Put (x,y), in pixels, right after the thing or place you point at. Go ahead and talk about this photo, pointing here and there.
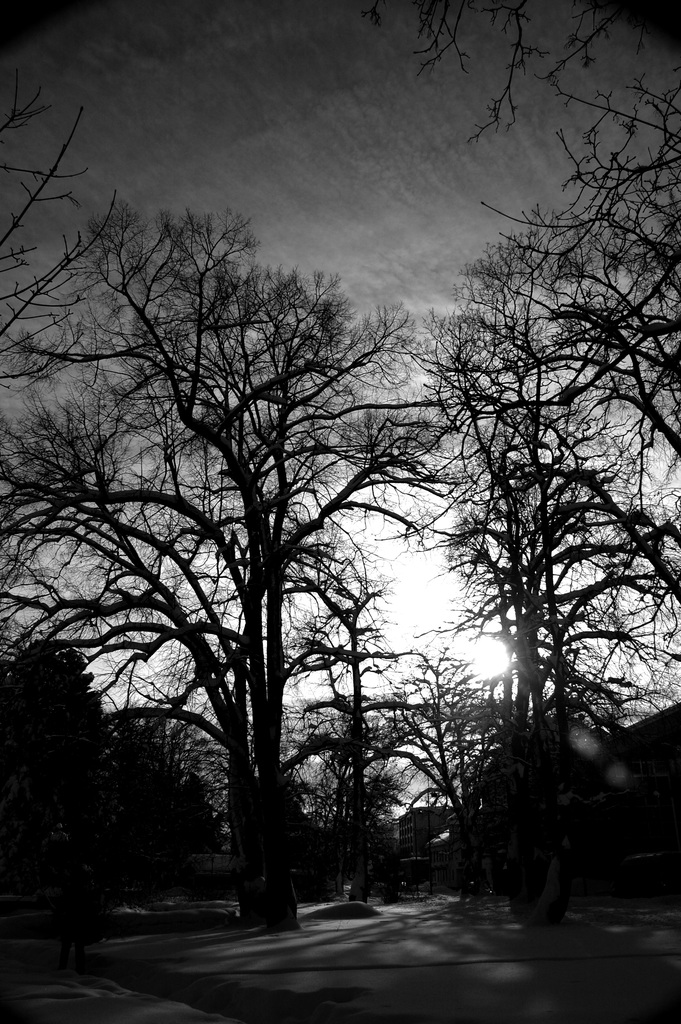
In this picture we can see the black and white photograph of the dry trees (324,633) in the image. Behind there is a sky (338,222).
